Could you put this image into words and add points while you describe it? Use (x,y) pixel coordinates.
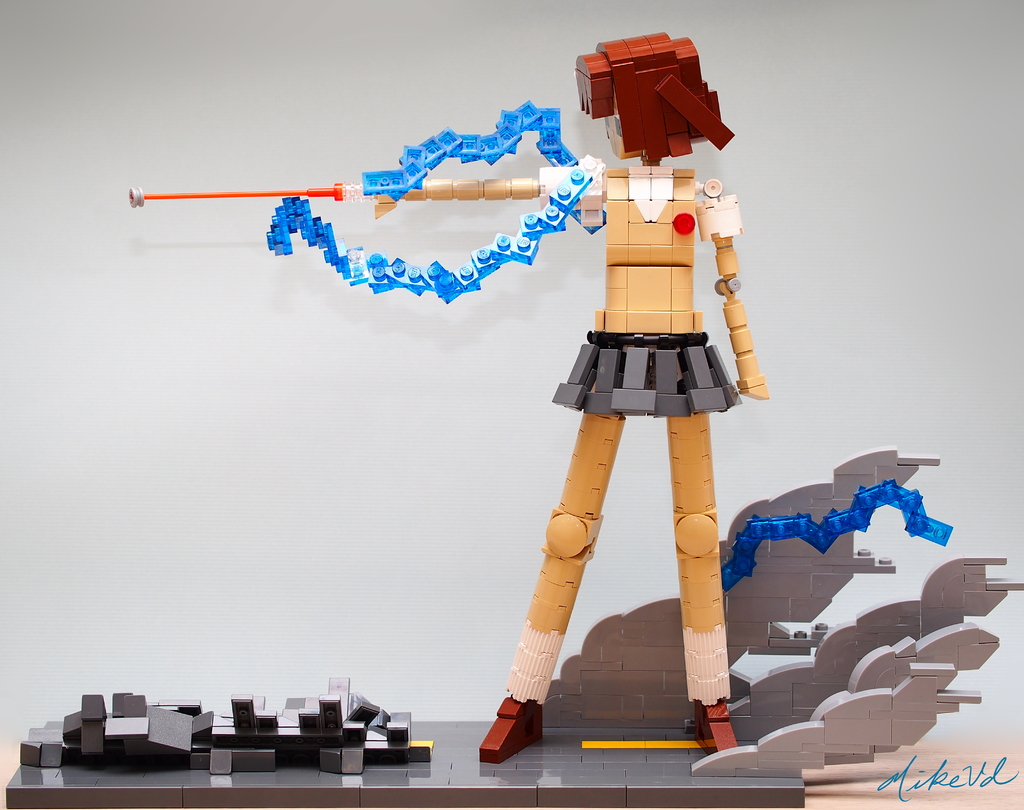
In this picture we can see a Lego (159,768). We can see a text (910,779) in the bottom right (898,783). There is a white background (987,710).
